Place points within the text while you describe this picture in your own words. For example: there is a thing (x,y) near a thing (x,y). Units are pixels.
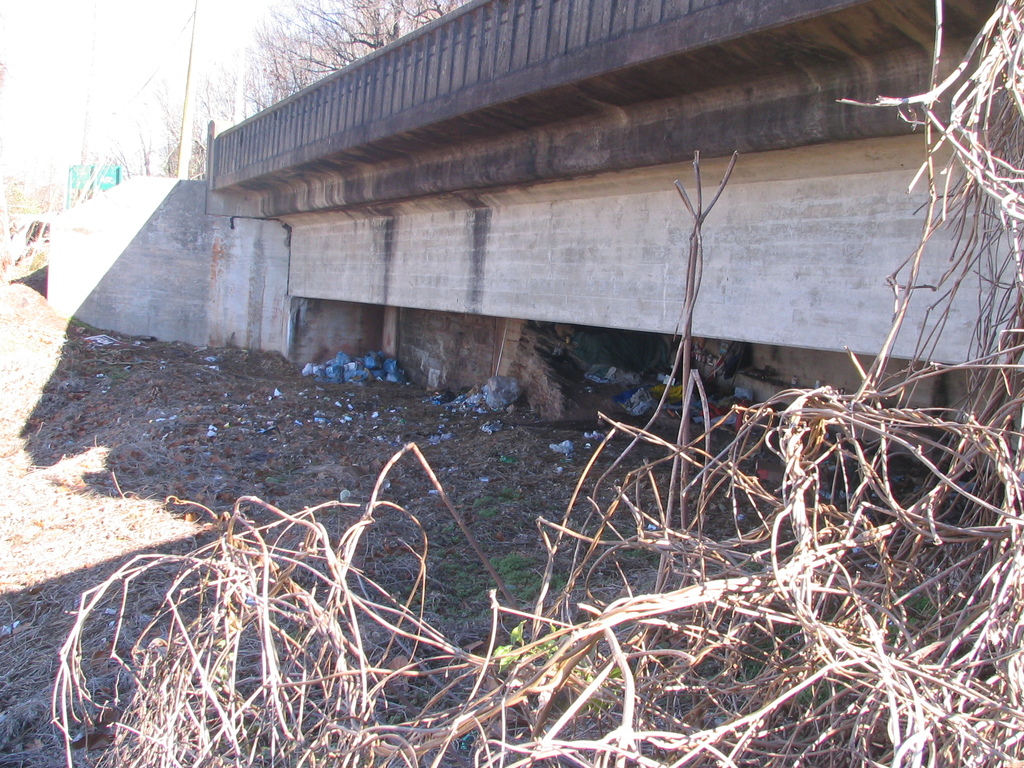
This picture shows a bridge (372,190) and we see trees (250,90) and grass (150,470) on the ground (172,428).
